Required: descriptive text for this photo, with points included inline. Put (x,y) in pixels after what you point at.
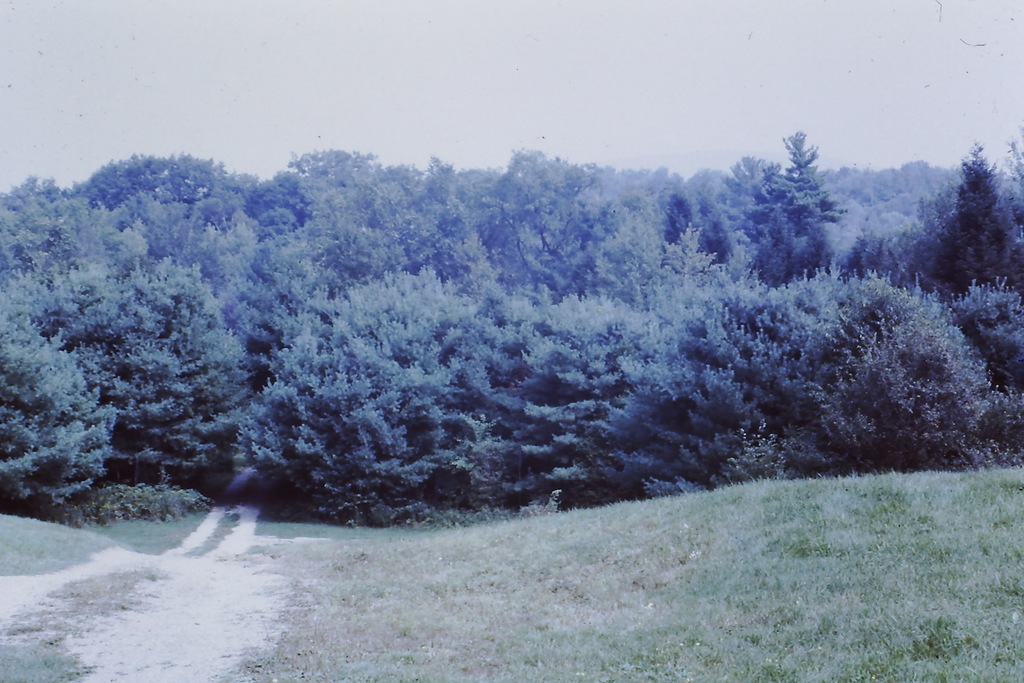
This image is clicked outside the city. At the bottom (356,582), there is green grass (486,598) on the ground (362,568). In the background (691,392), there are many trees (309,205). To the top (588,121), there is sky (804,110).
